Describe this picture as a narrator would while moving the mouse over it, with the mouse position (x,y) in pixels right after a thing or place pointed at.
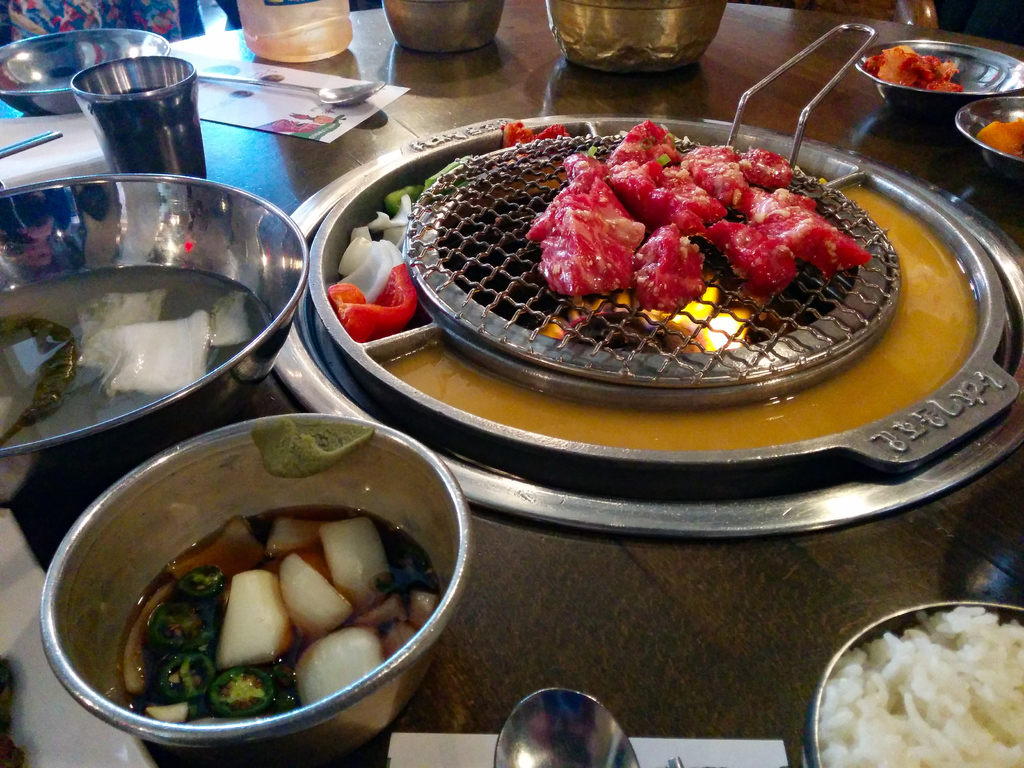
In the center of the image (554,262) we can see food (588,236) on the grill (542,300). Around the grill (655,312) we can see food (71,395) and bowls (96,563) placed on the table (381,746).
